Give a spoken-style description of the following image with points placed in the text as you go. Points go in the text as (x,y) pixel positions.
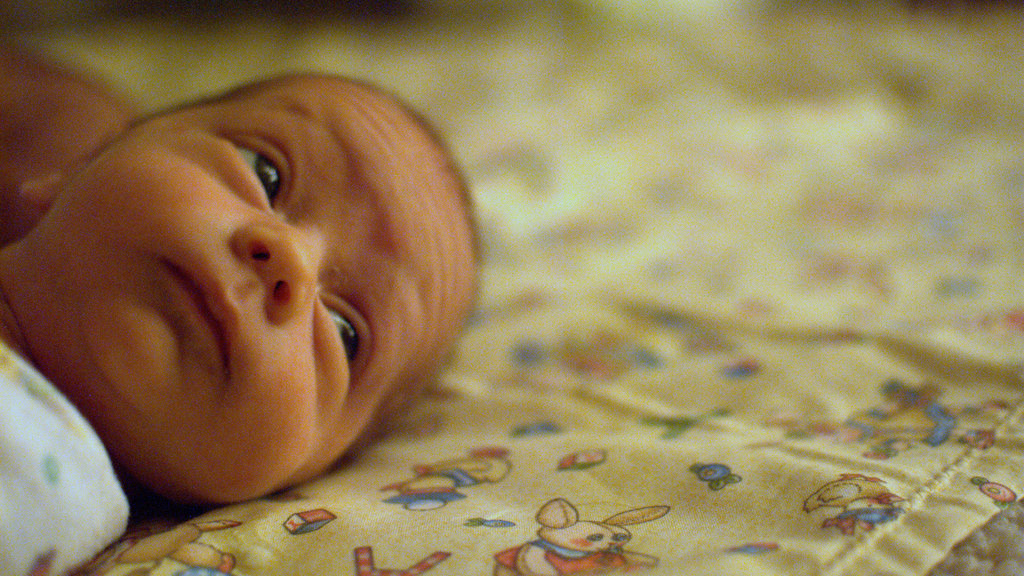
In this image I can see a baby (176,311) wearing white colored dress (61,468) is laying on the cream colored surface (536,405).
